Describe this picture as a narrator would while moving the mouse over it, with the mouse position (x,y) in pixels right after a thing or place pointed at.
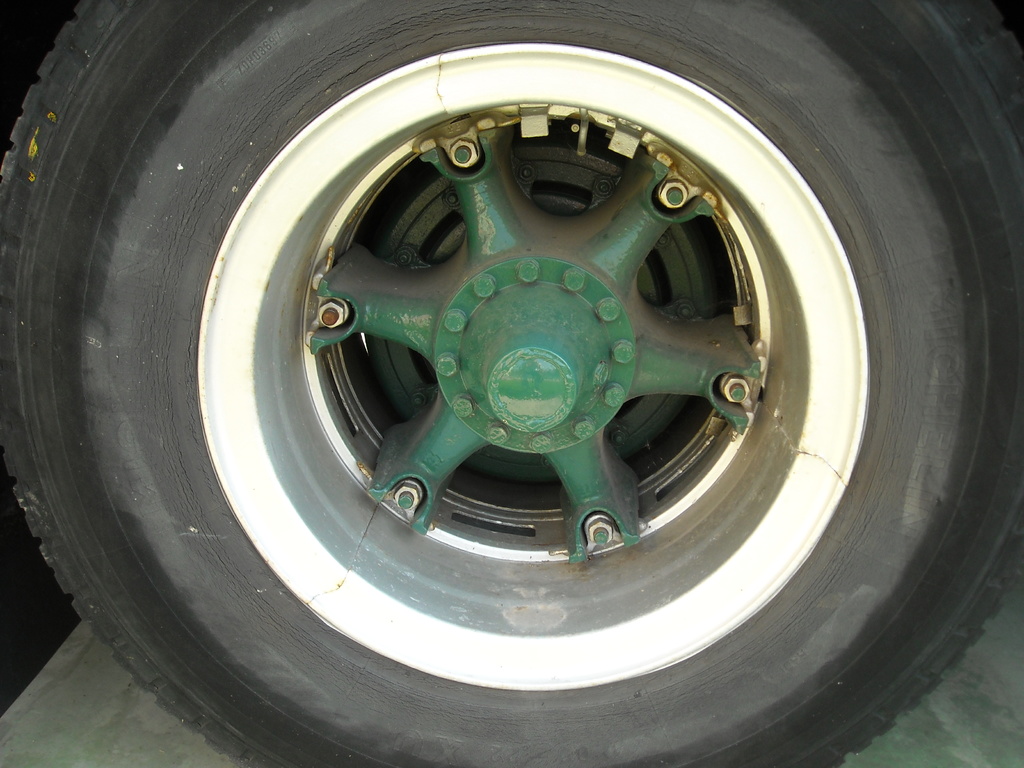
In this image we can see a tire (463,694) on the surface (36,726).
